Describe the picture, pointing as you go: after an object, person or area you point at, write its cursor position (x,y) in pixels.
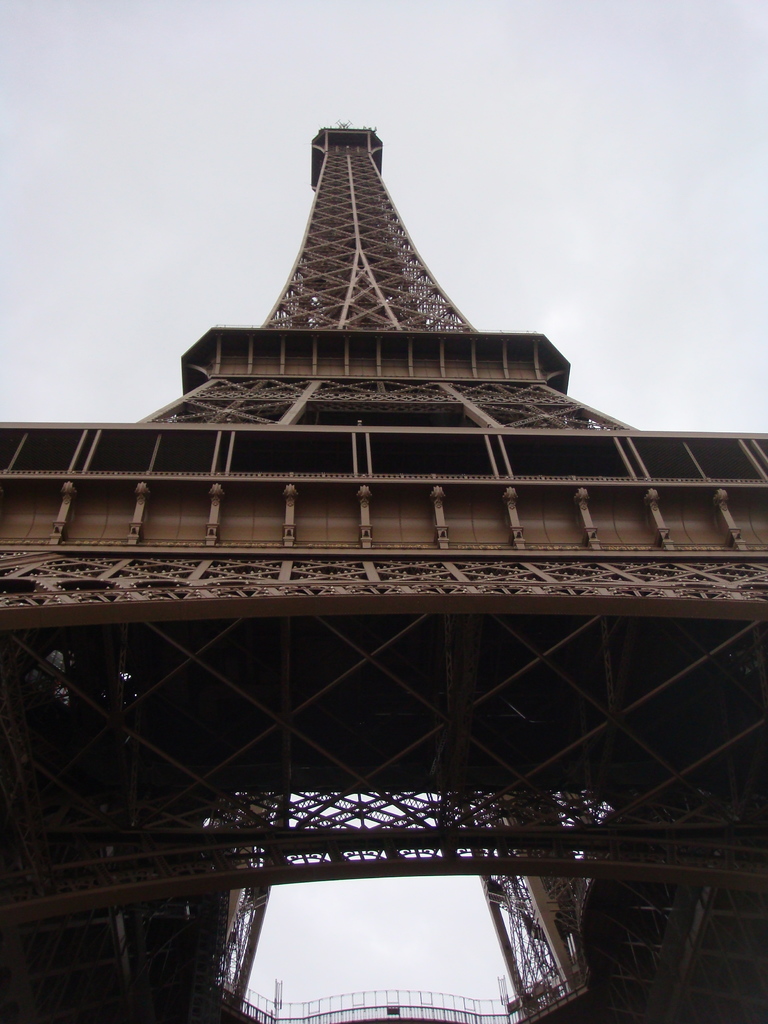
In this picture I can see an Eiffel tower (364,372), and in the background (436,235) there is the sky (484,159).
